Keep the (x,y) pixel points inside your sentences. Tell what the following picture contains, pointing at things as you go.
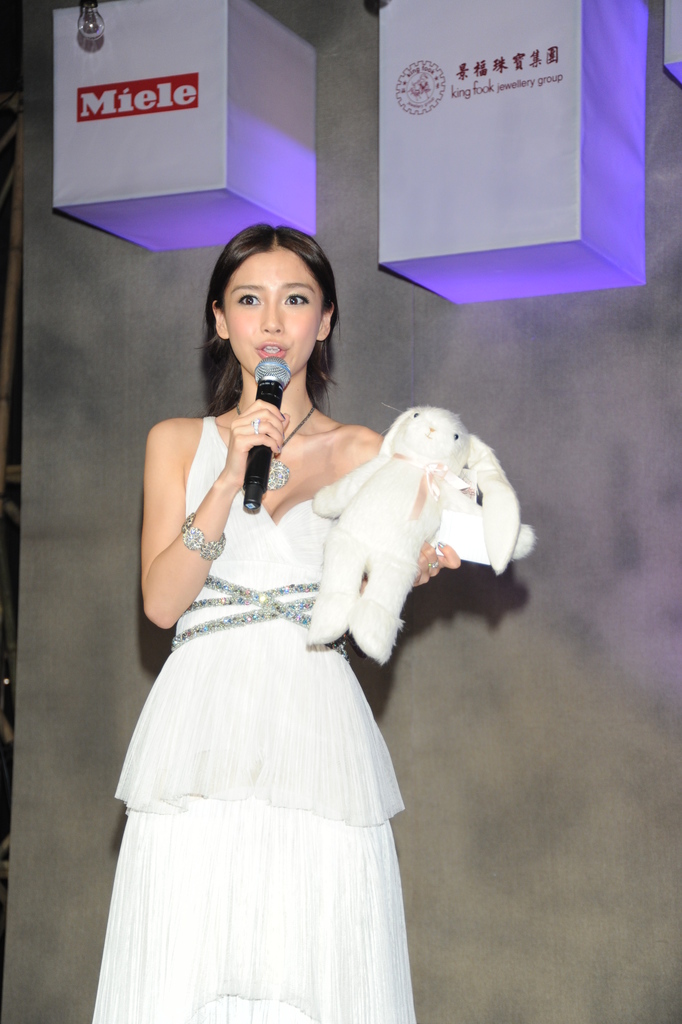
In this picture a lady (222,452) is talking with a mic (255,475) in her hand (260,427) and a white doll (401,468) in her another hand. In the background (553,157) there are two boxes (545,161), in which one of the box (108,114) is named as MIELE.
